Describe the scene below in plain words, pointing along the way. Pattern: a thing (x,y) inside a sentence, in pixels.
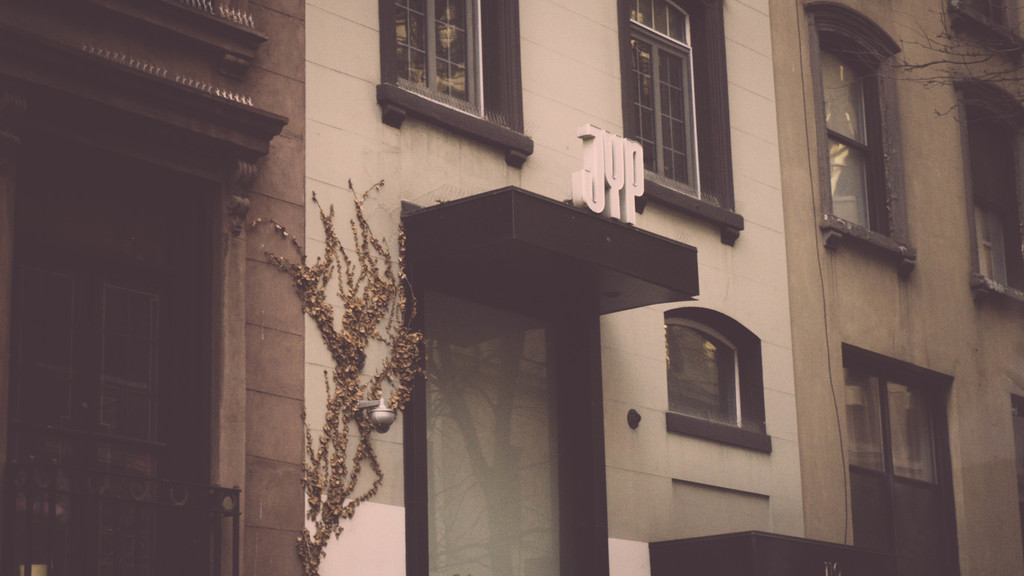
This picture is clicked outside. In the center (463,302) we can see the building (549,141) and we can see the windows (685,133) and a wall (760,308) of the building (868,284). On the left (331,541) we can see the leaves (333,396) and a wall mounted light (385,425).
